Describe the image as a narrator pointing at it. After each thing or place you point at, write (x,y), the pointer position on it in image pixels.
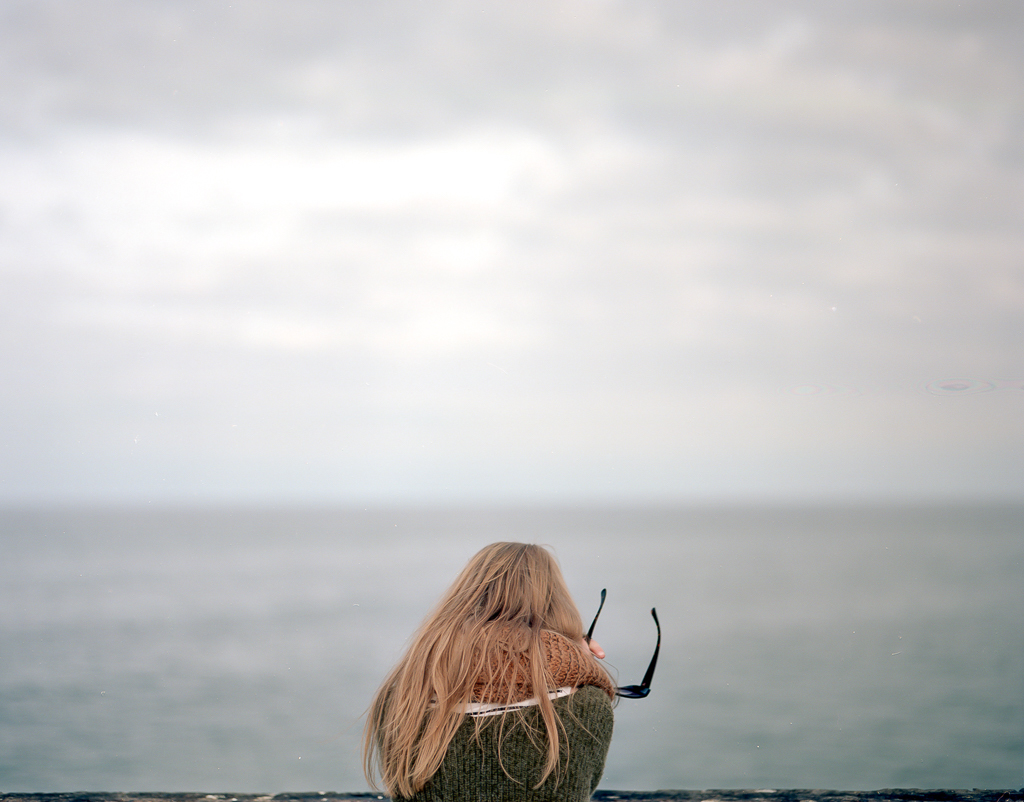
At the bottom of this image (506,702) I can see a woman (504,726) wearing a jacket (581,759), holding goggles (638,696) in the hand (600,653) and facing towards the back side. In the background (838,676), I can see the water (839,642). At the top of the image (557,189) I can see the sky (619,291) and clouds (203,214).
